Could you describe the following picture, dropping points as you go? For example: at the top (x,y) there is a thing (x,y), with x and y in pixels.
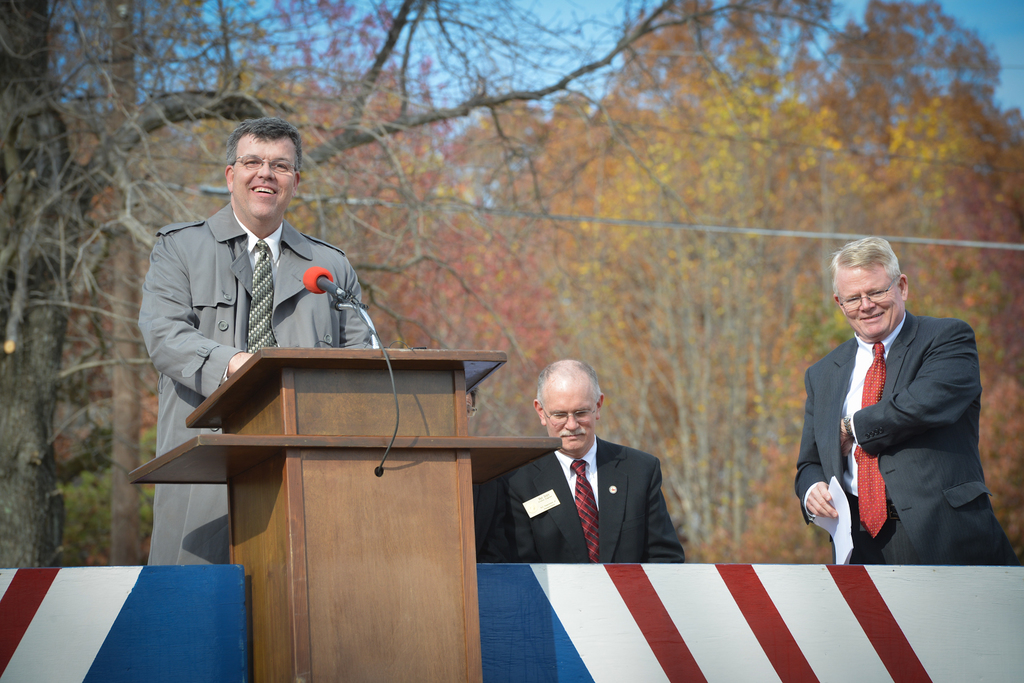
This image is taken outdoors. In the background (96,454) there are many trees (162,215). At the top of the image (551,48) there is a sky (523,44). At the bottom of the image (207,624) there is a table (490,610) and there is a podium (335,481) with a mic (327,280) and a man (307,304) is standing. On the right side of the image (931,524) there is a man (860,523) standing. In the middle of the image (570,396) a man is sitting on the chair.
